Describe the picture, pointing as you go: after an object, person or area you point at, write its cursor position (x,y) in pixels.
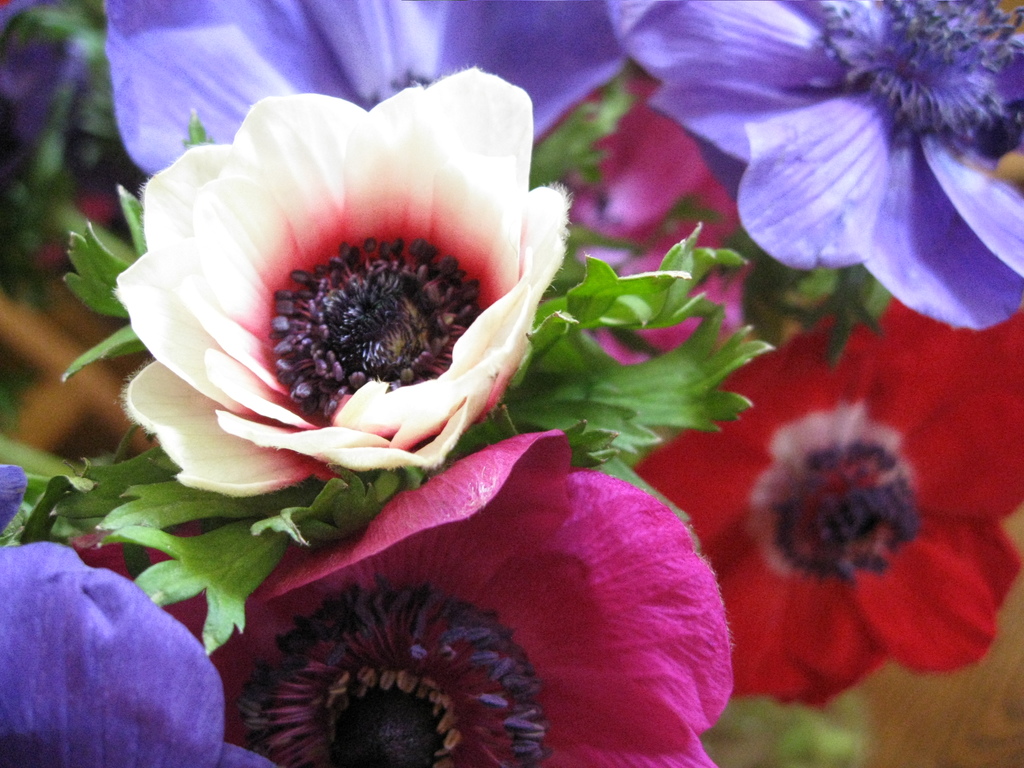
In this image, I can see the colorful flowers (928,212) with leaves (523,432).
